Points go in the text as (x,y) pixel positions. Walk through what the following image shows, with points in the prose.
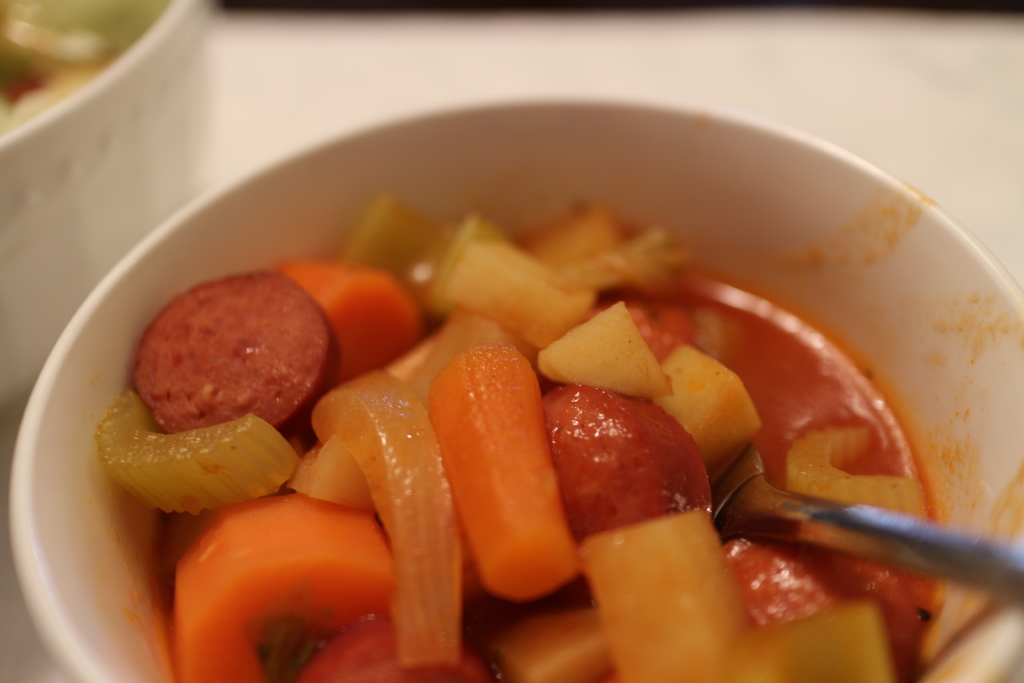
In this image we can see food item (682,508) and spoon (793,517) in a bowl (624,142) and an object (184,76) are on a platform (370,35).
